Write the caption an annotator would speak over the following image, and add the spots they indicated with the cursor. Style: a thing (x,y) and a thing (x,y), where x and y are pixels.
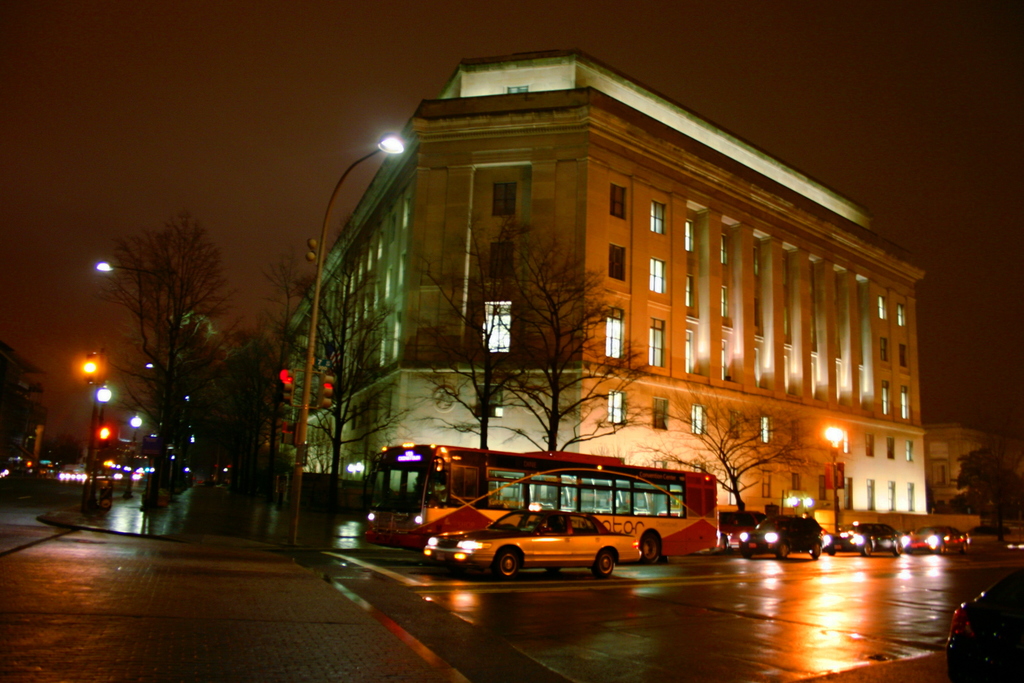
In the foreground of the picture (522,517) I can see the vehicles (501,552) on the road (906,613). There are deciduous trees (256,420) on the side of the road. I can see the building (699,231) and glass windows (490,342). I can see the decorative light poles (94,422) on the side of the road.
